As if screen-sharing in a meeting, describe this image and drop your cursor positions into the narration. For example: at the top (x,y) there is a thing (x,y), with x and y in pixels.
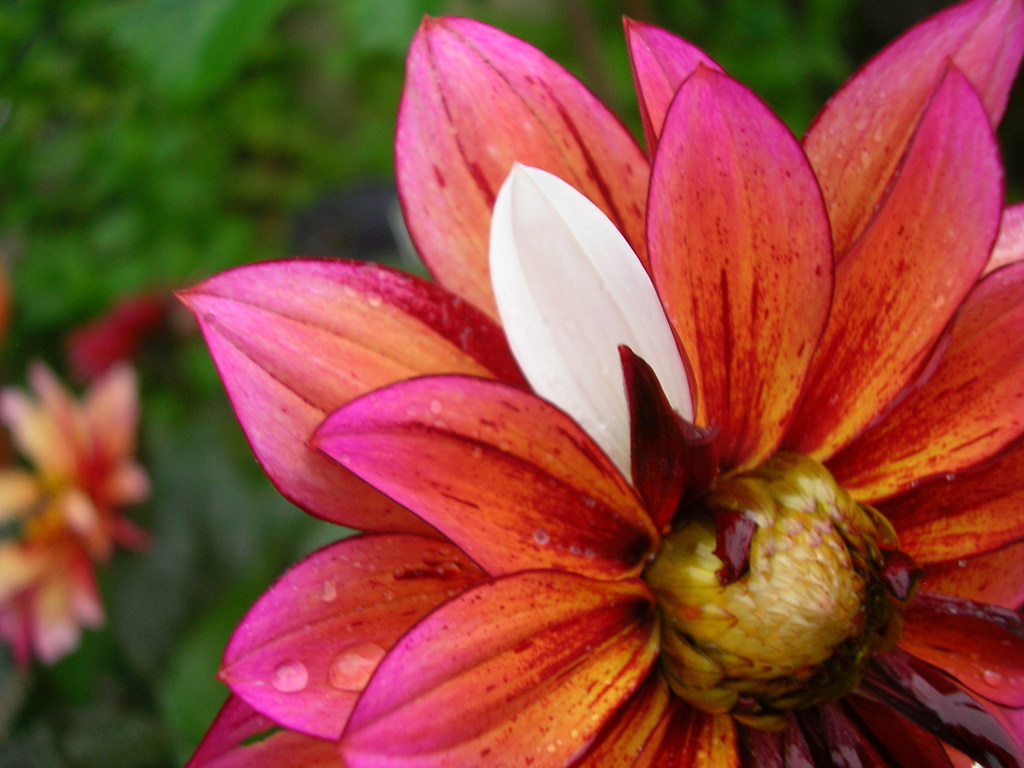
In this picture we can see a flower (661,546) in the front (627,532), in the background (228,65) there is a tree (354,95), we can see petals (489,398) of the flower (492,434) here.
